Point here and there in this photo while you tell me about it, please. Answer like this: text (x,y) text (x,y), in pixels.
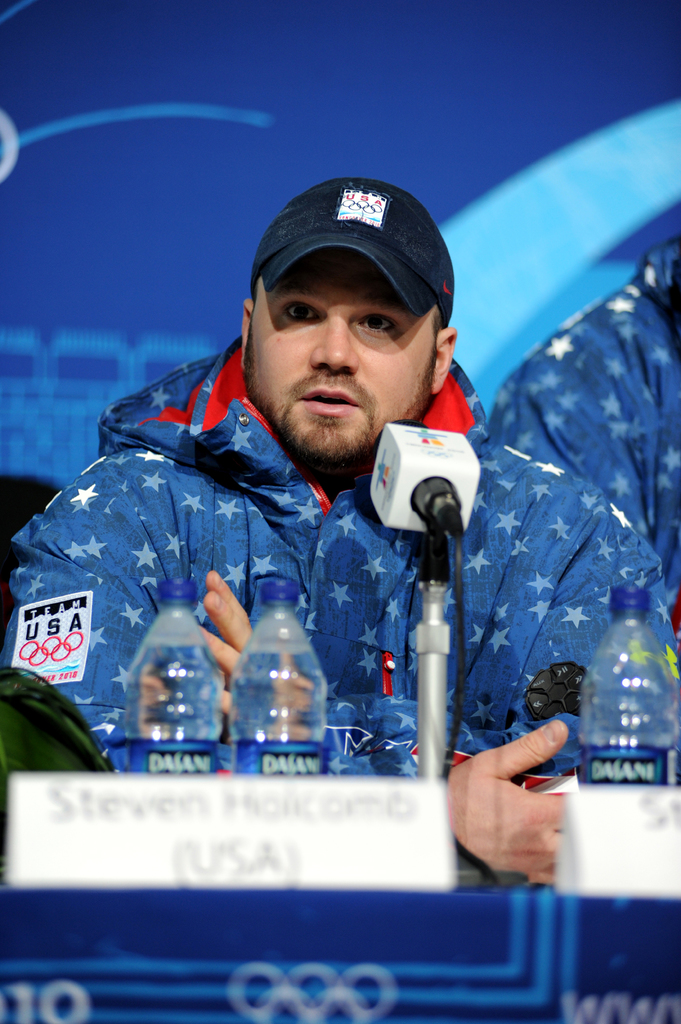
This picture shows a man (652,599) seated and speaking with the help of a microphone (442,676) and we see few bottles (611,701) on the table (660,930).
